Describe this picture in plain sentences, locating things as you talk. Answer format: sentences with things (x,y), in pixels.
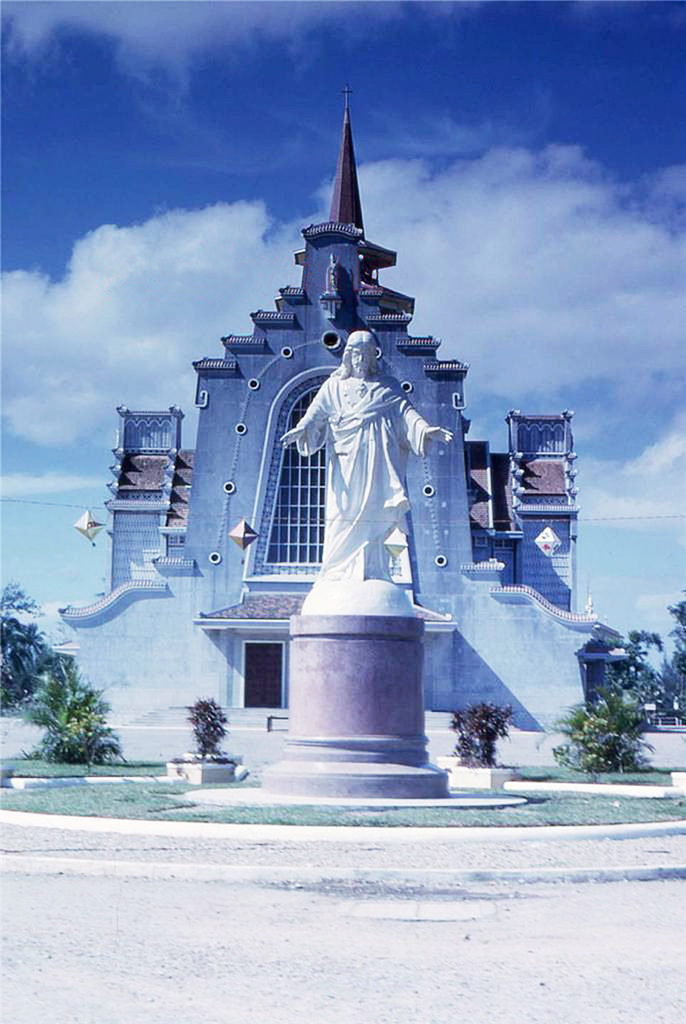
In the picture I can see a building (263,381) and there is a white color Jesus statue (358,399) in front of it and there are few plants (629,698) on either sides of it.
